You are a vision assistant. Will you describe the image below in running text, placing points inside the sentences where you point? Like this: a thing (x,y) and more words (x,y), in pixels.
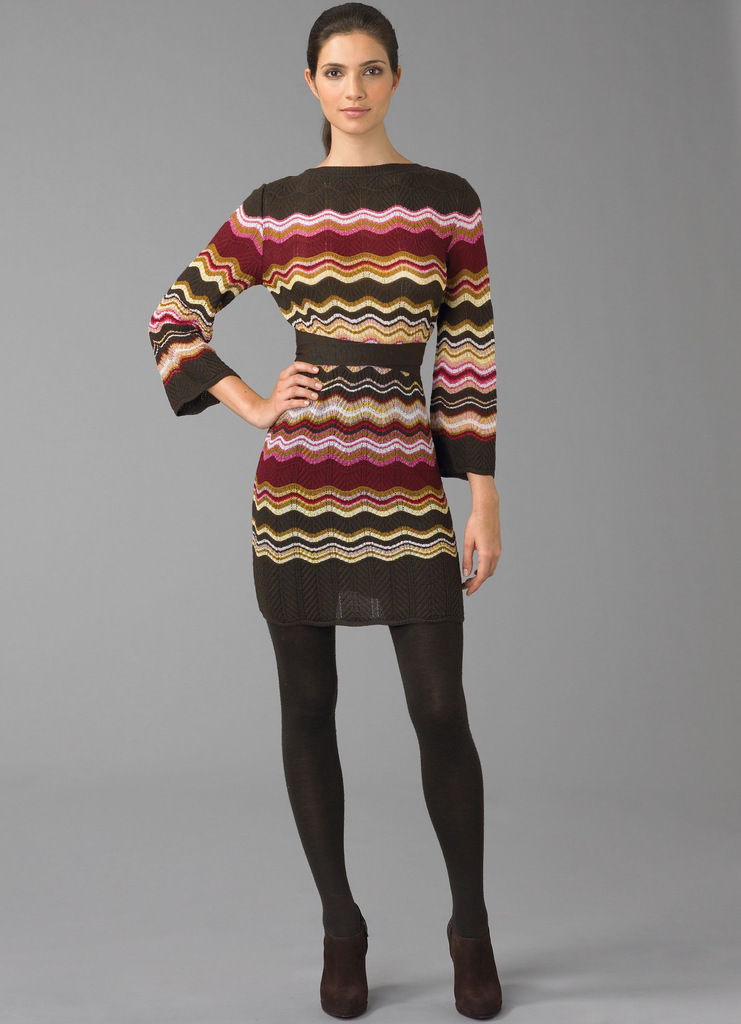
In this image, I can see a woman (361,603) standing. The background (198,795) is grey in color.
